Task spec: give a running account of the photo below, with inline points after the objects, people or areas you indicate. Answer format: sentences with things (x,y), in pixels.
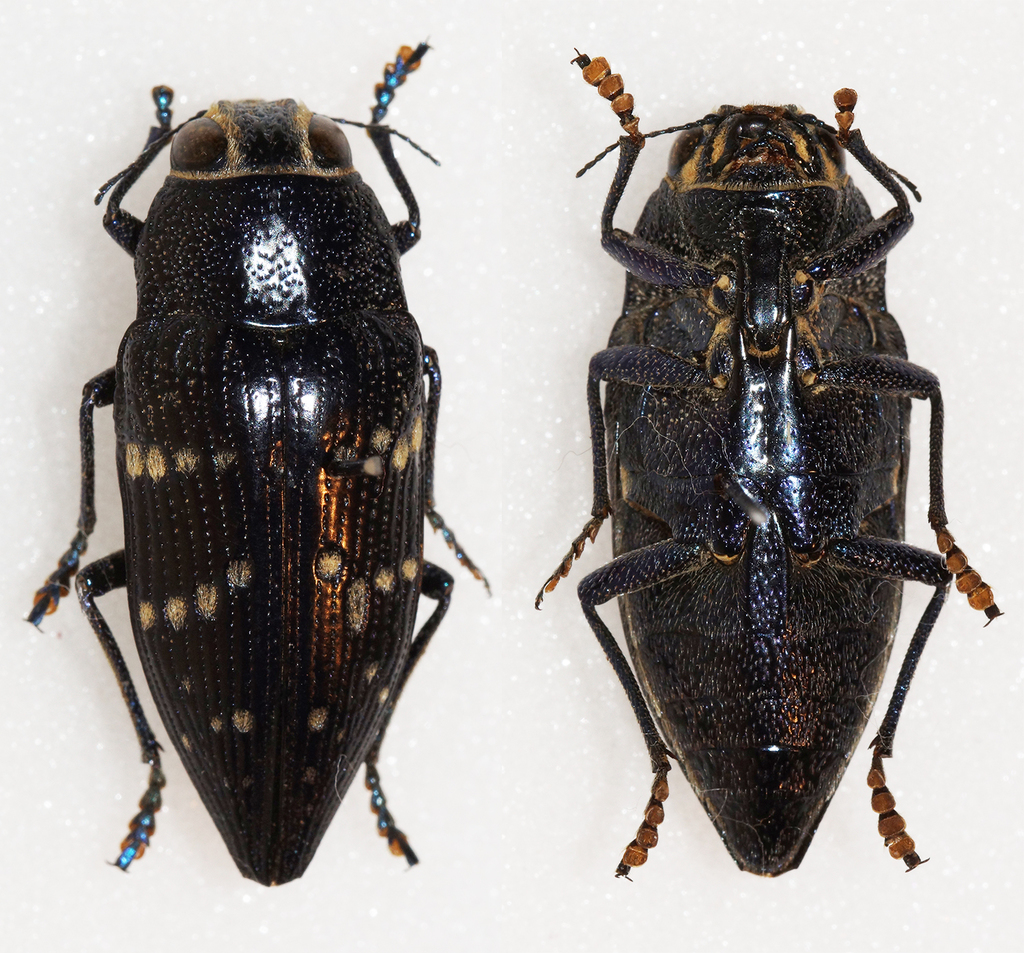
In this picture we can see two insects (339,484) on the white surface (341,853).
